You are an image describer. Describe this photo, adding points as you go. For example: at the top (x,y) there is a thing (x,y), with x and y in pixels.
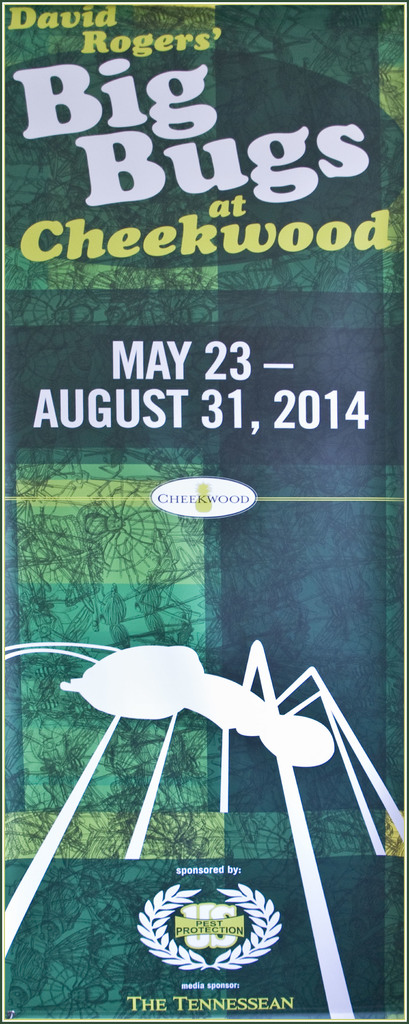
This image consists of a poster (258,494) in green color on which there is a text (296,192) along with the date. And there is a picture of an ant (227,722).
